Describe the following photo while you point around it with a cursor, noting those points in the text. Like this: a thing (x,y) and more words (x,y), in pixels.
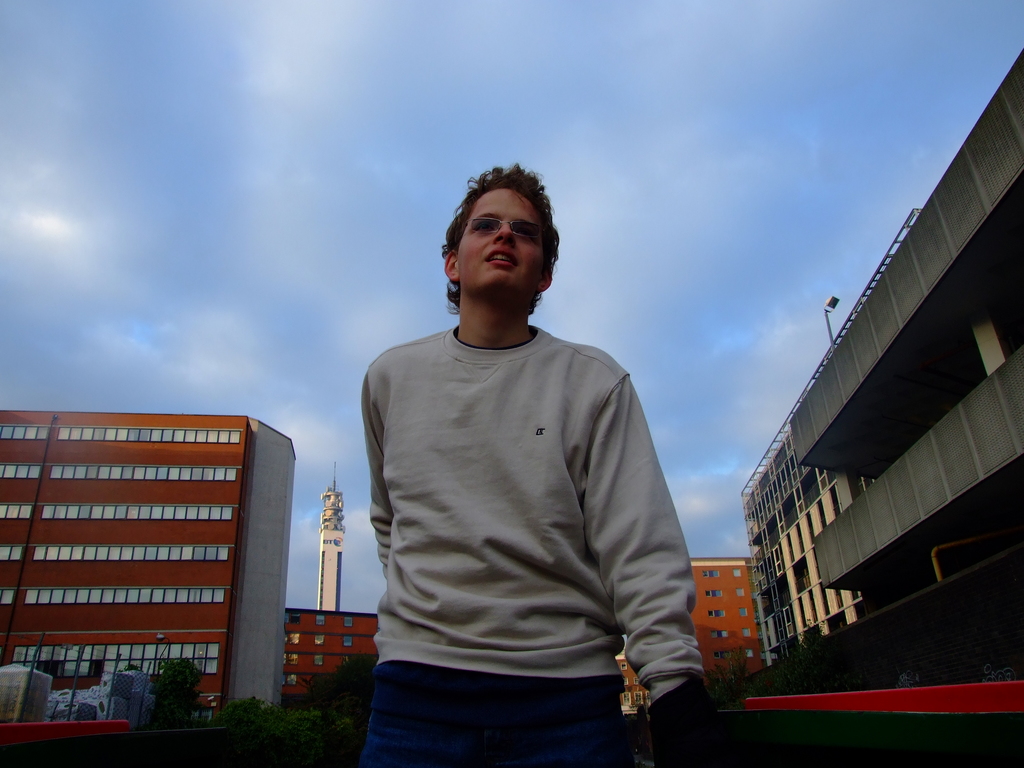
In this picture we can see the sky (612,95), tower (332,599), buildings (862,540), trees (270,717), poles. We can see a man (552,685) wearing spectacles (531,226).
